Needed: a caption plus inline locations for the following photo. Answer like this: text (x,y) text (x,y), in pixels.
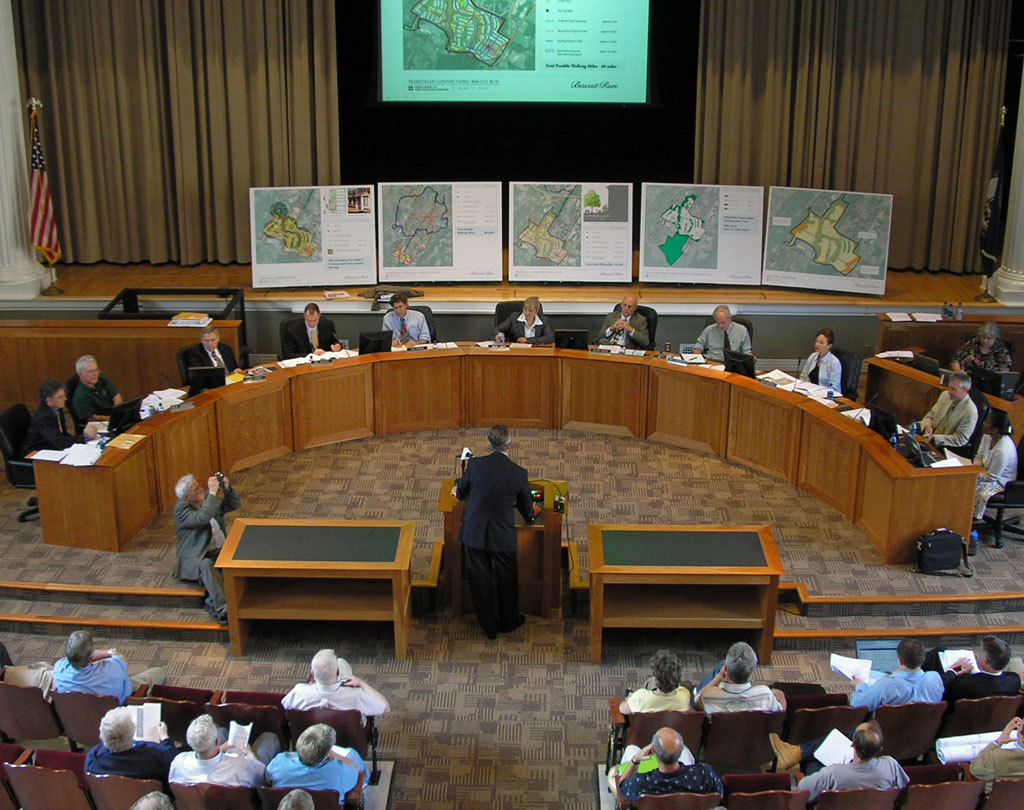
There are few persons (859,736) sitting on the chairs (948,803). Here we can see tables (608,607), podium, papers (40,457), and monitors (878,416). There are boards (878,243), pillars (3,118), and a flag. In the background (167,168) we can see curtains (707,88) and a screen (406,57).
